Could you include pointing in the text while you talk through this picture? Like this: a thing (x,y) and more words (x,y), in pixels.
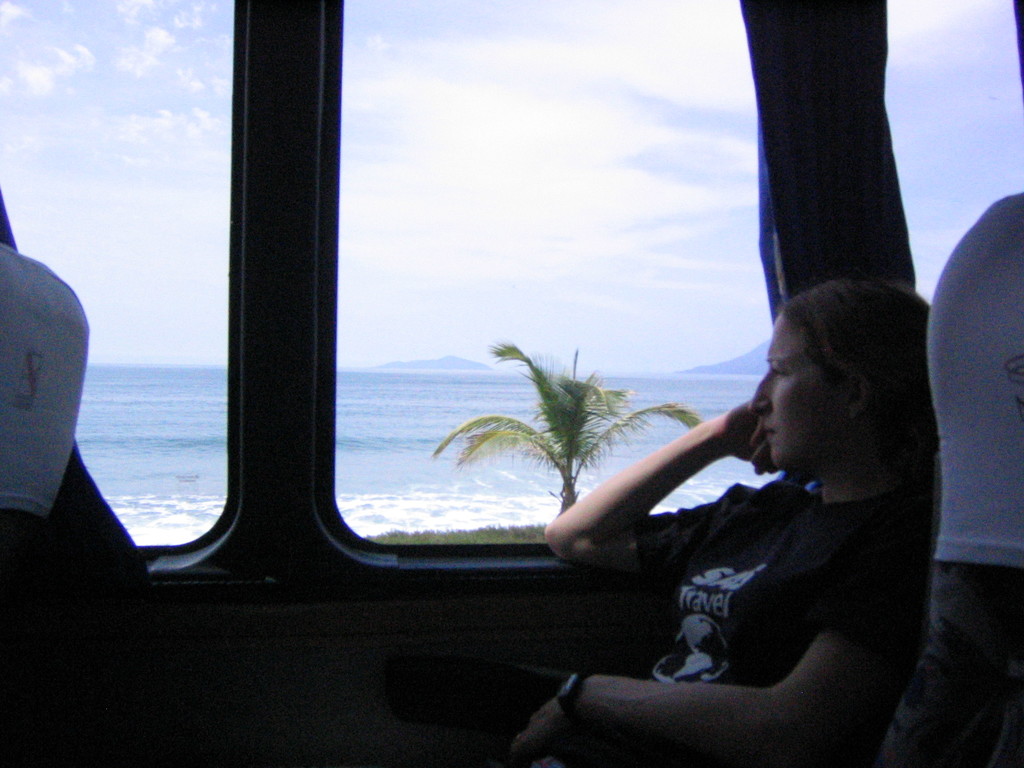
In the picture I can see a woman (813,541) wearing black T-shirt (840,561) is sitting and there is a glass window (653,443) beside her and there is a tree (509,430) and water (462,395) in the background (462,415).
